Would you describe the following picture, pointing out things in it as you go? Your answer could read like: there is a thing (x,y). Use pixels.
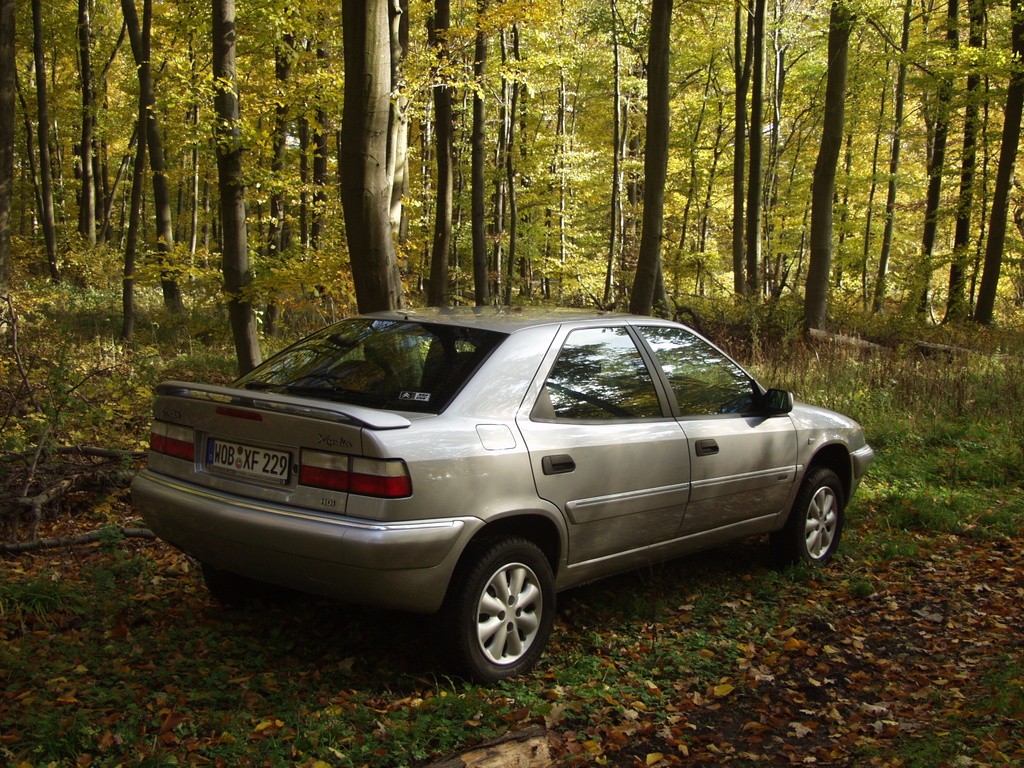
In this image there is a car (621,423), behind the car (646,383) there are trees (501,133).
